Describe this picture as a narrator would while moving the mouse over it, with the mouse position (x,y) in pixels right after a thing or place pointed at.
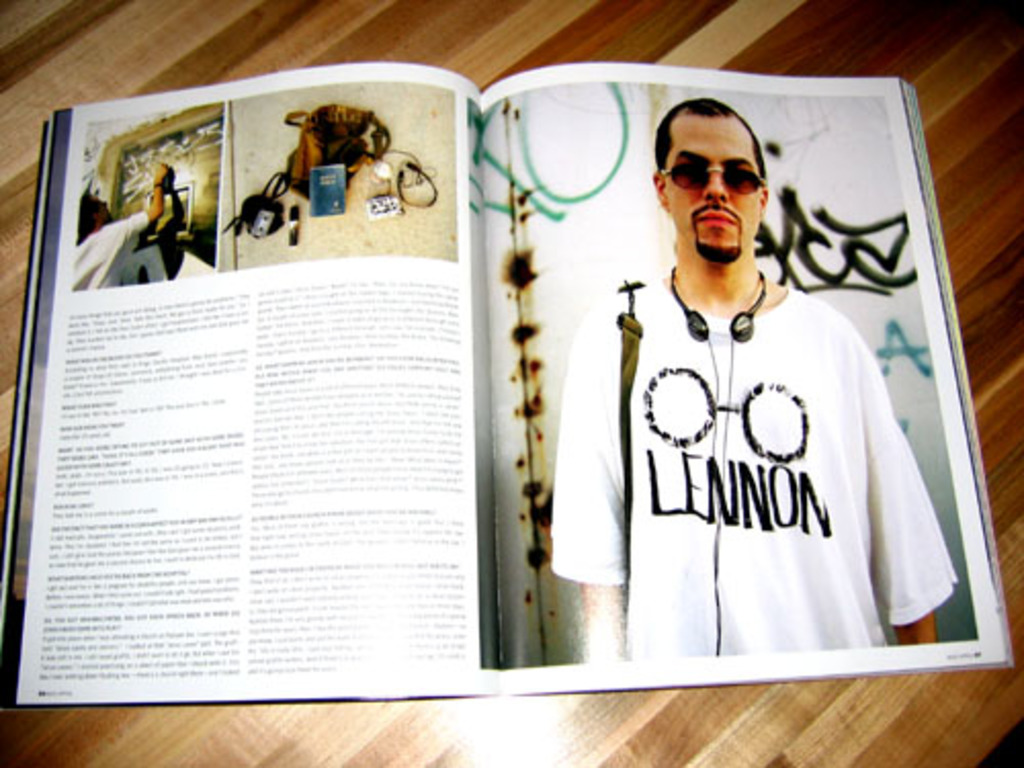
On the table (600,754) we can see book (782,311). On the right page (862,245) there is a man (761,597), who is wearing goggles (732,191), headphone (706,338), t-shirt (730,432) and bag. He is standing near to the wall (895,302). On the left page (374,395) we can see bag (311,157), book (313,197), cable (398,192) and other object (292,218). Here we can see another man (158,206) who is doing some work.
